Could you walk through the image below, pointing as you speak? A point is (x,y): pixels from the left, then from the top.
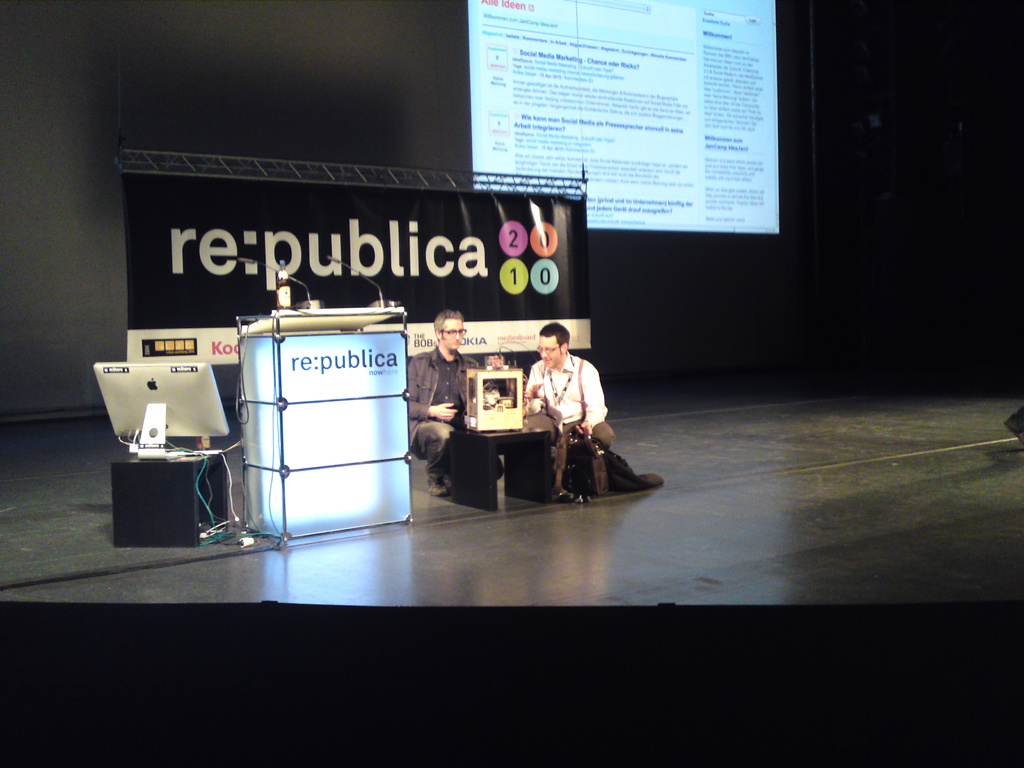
In this image I can see two persons (604,431) sitting, a monitor (195,404), a podium (318,368), two microphones (318,300) on the podium (307,428), a water bottle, a huge black colored banner (313,282) and few other objects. In the background (530,91) I can see a huge screen (540,147).
